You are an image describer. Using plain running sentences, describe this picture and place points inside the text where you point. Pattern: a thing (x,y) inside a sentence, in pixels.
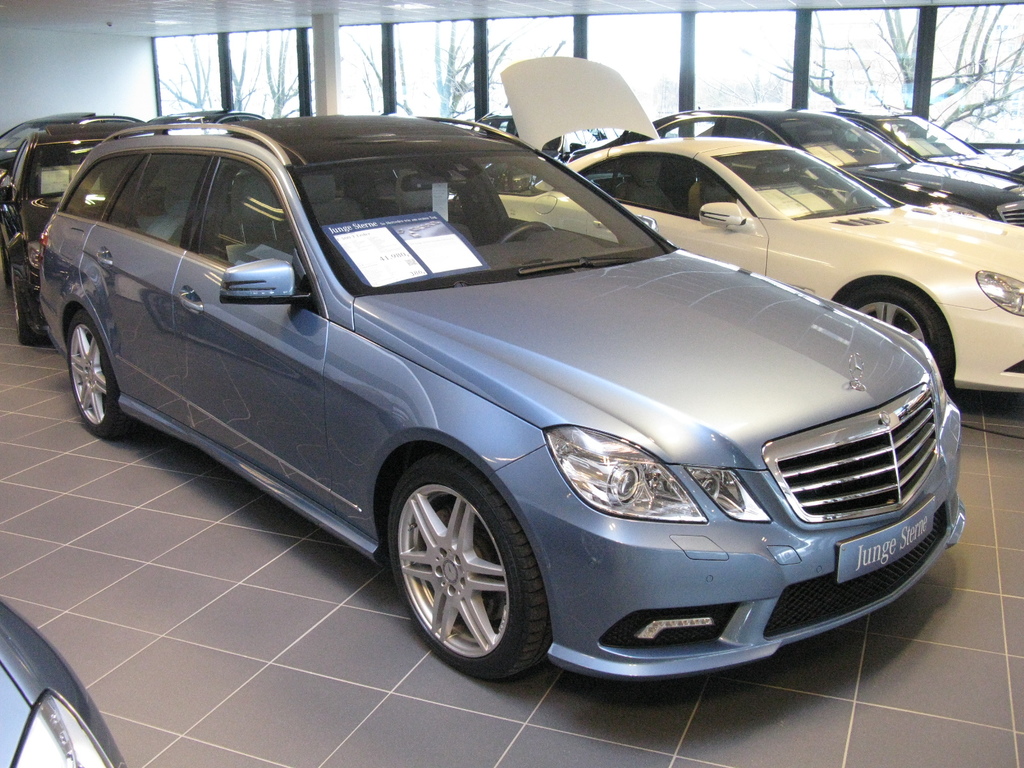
In this image there are cars (332,352). In the background (124,89) there is a wall (108,98) and we can see trees (282,89) through the glass doors (946,77).
